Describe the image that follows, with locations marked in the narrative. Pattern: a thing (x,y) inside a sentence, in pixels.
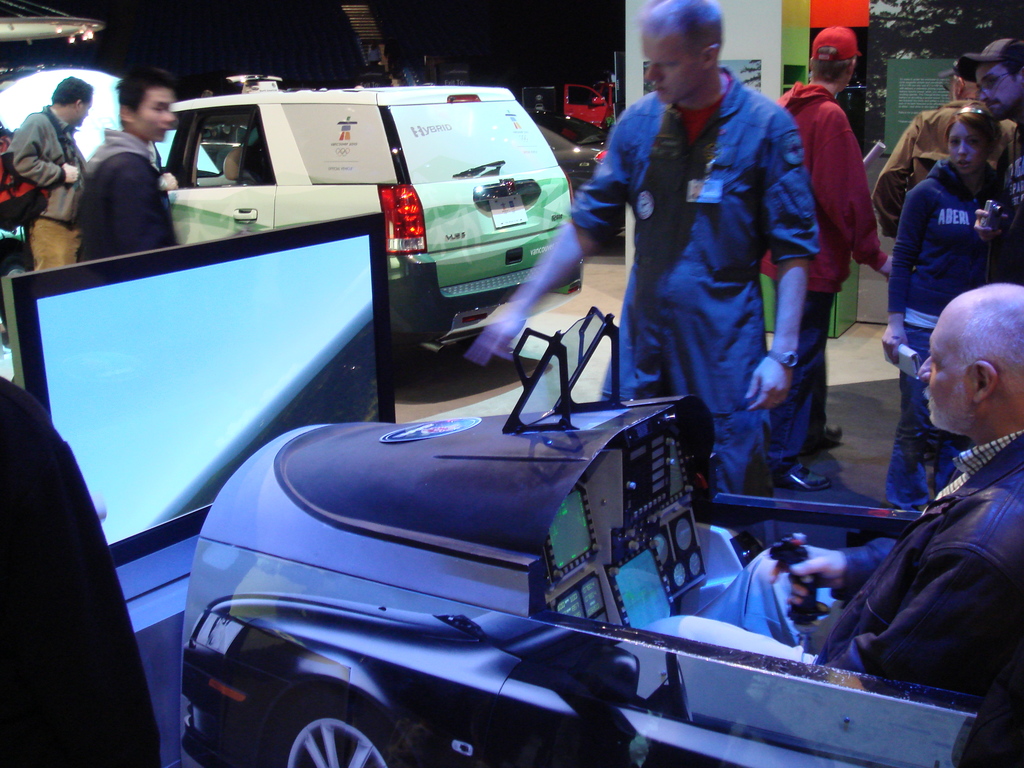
There are group of persons (129,221) standing and sitting in this image. The person (909,584) at the right side (924,607) sitting in the simulator (658,634). The man (690,294) in the center (672,366) is standing and showing the demo of this simulator (536,544). In the background (492,146) there is a car's (464,142), wall (789,42). And the persons (927,110) standing and walking. The woman (953,236) at the right side (936,260) is standing and holding an object (908,363) in her hand (895,331). At the left side (52,151) the person (54,161) standing is wearing a black and red colour bag (17,202) along with him.
